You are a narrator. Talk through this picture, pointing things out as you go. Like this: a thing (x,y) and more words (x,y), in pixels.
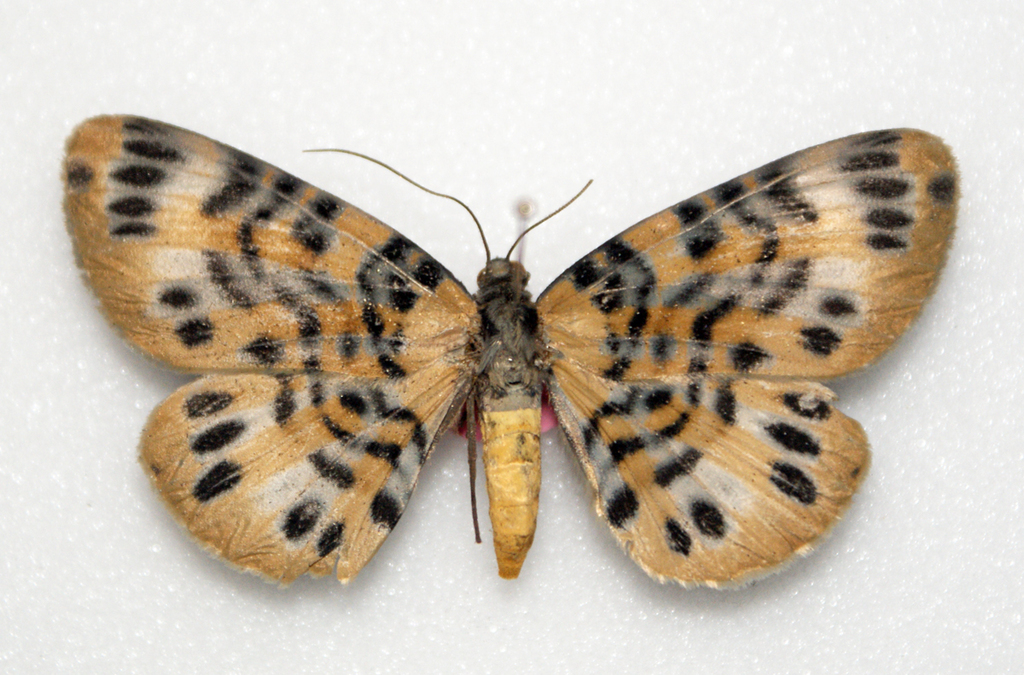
In the image we can see a butterfly (429,379).
